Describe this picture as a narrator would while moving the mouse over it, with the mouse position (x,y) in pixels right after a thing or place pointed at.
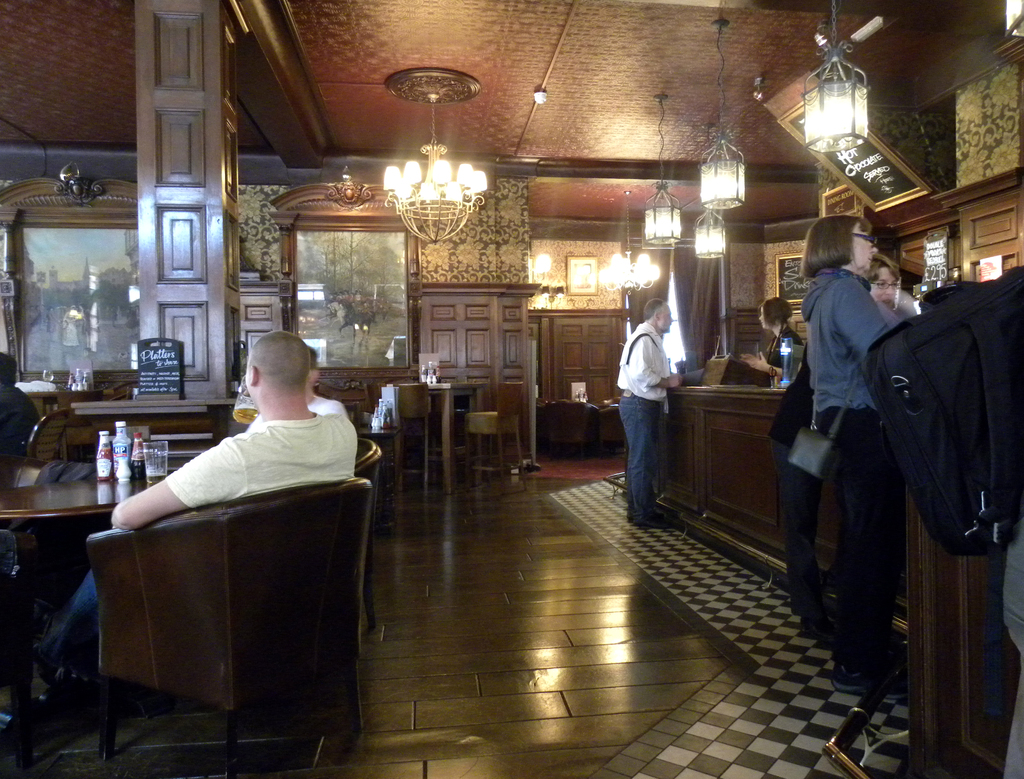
The picture is taken in a bar (759,158). On the left (57,509) there are tables (64,492), chairs (69,439), glasses (157,450), jars (109,477), chairs (58,446), board (143,347), frame (94,308) and other objects (88,470). On the right (865,357) there are people (826,434), desk (745,395), frames (877,168), lights (846,105) and other objects (763,372). In the center of the background (341,289) there are frames (356,302), chairs (412,393), desk (442,388), chandeliers (446,206), glasses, lights (651,216) and other objects (448,348).
